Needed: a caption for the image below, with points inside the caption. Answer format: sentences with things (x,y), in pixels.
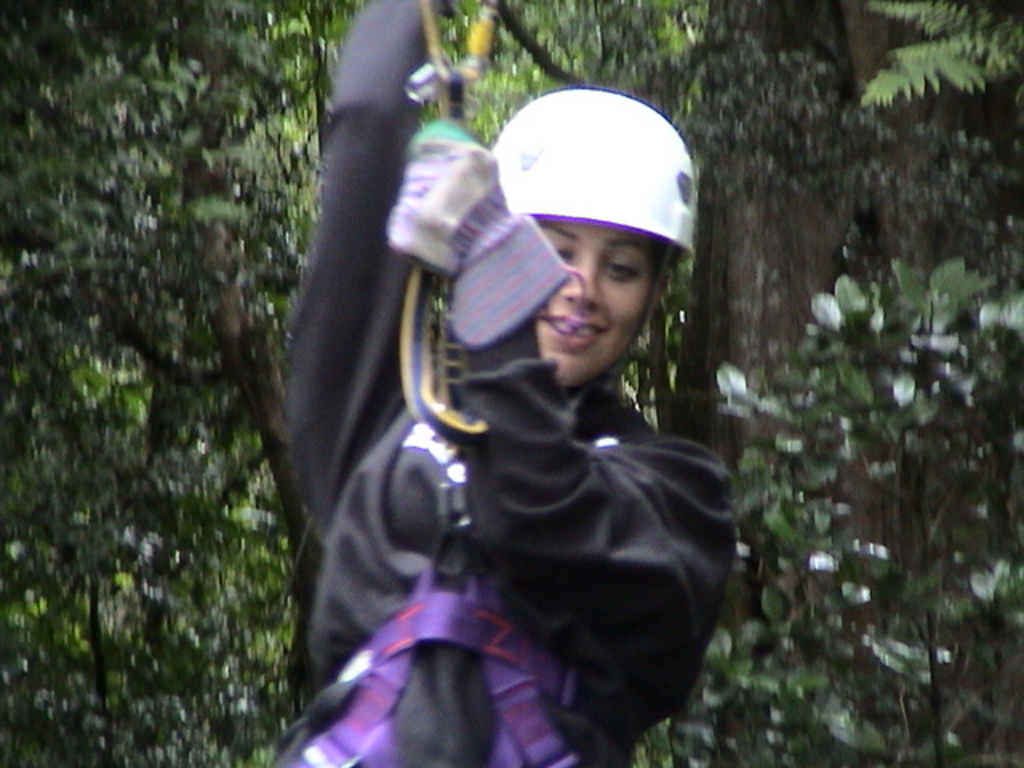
This is the woman (494,460) holding the rope (459,112) and hanging. She wore a helmet (617,184) and a jerkin (636,537). These are the trees (251,138) with branches (214,186) and leaves (66,516).
